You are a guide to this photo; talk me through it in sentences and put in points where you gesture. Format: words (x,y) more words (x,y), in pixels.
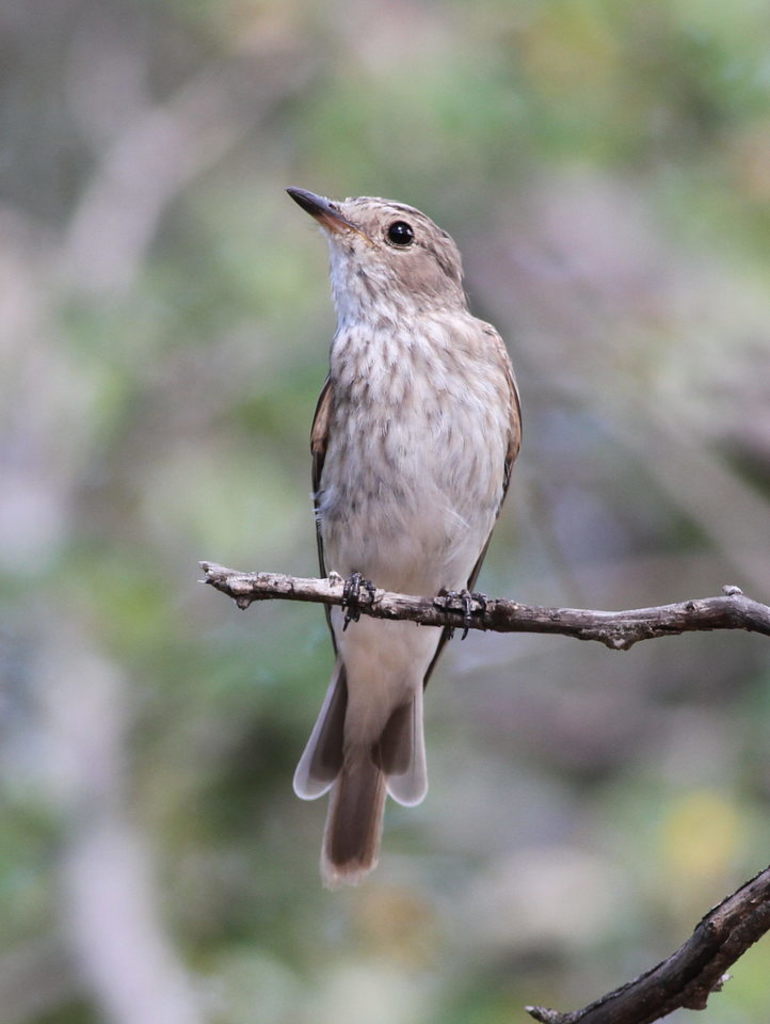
In the image there is a bird (332,570) sitting on a branch (527,605), the background of the bird (399,406) is green and grey.
